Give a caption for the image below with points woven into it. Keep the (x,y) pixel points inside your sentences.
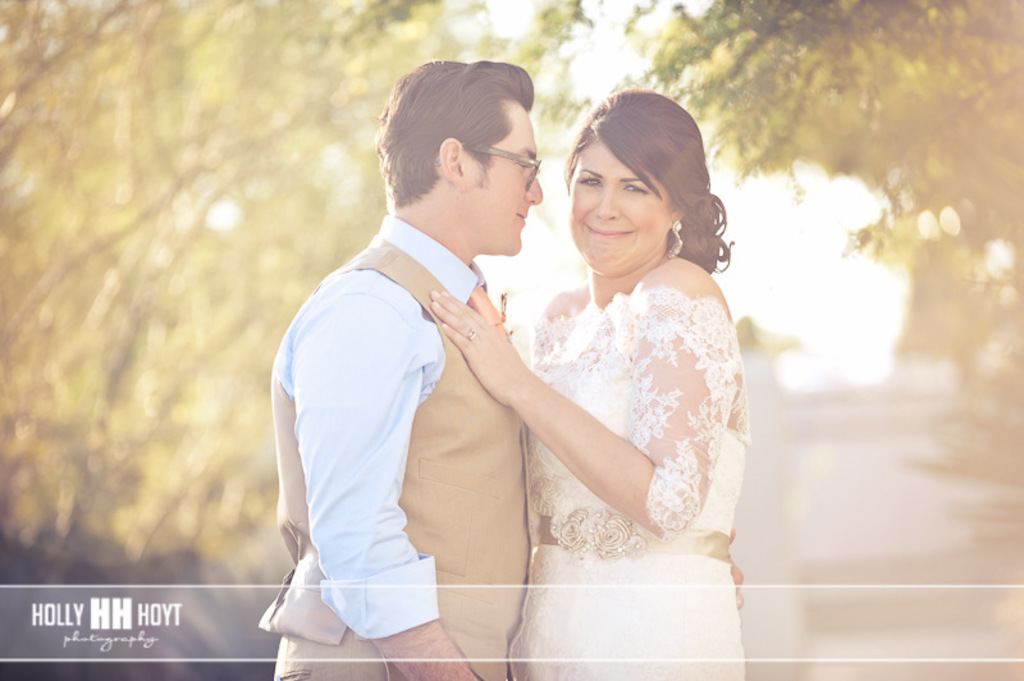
In this picture, we see a man (471,463) and a woman (646,316) are standing. The man (436,339) is wearing the spectacles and he is smiling. Both of them are posing for the photo. On either side of the picture, we see the trees (882,145). In the background (761,231), we see the sky (829,265). This picture is blurred in the background (817,260).
